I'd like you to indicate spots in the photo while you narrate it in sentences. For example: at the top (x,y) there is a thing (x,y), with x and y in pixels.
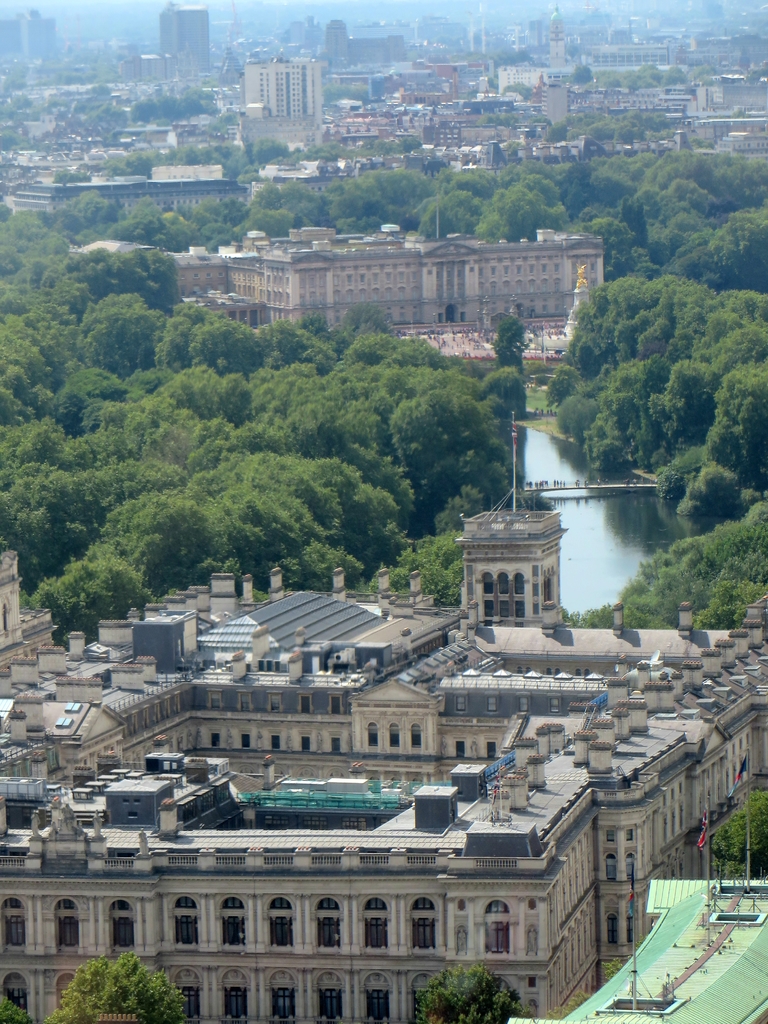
In this picture we can see buildings (522,144), trees (475,372), bridge (571,489), water (566,480), some persons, flags (732,792), poles (748,858), roof (297,698). At the top of the image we can see the sky (457,12).
